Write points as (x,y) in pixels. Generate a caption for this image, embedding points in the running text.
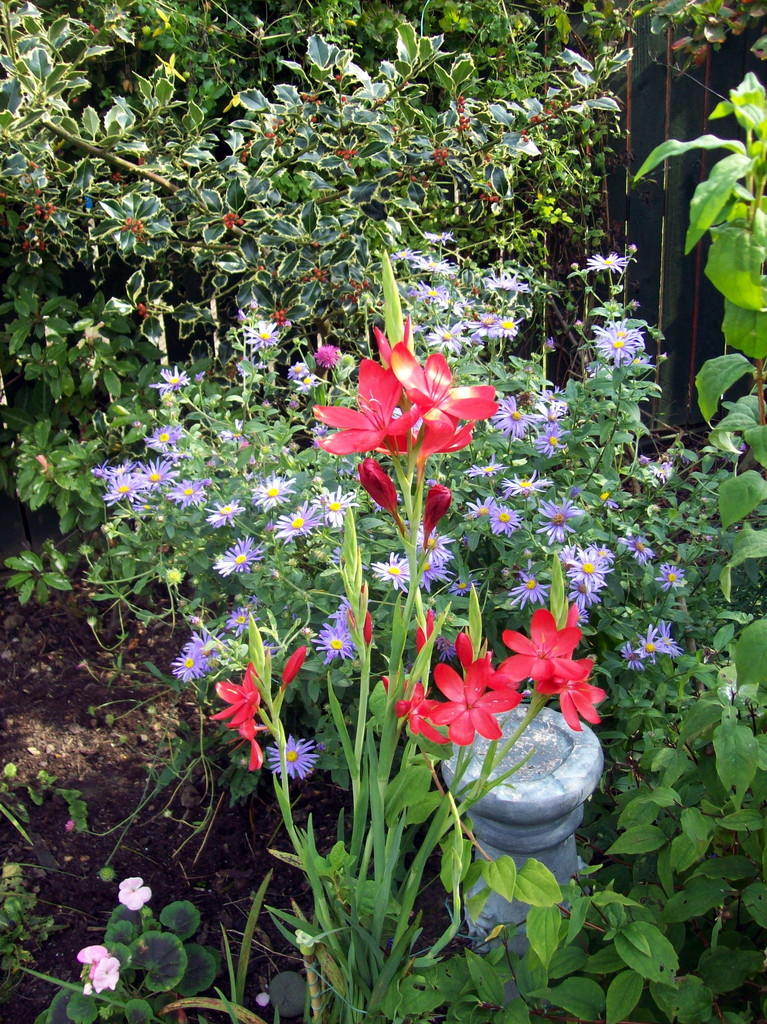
In the image there are plants (536,665). There are few plants (297,859) with flowers (519,661). In between the plants (109,717) there is an object (566,799).
